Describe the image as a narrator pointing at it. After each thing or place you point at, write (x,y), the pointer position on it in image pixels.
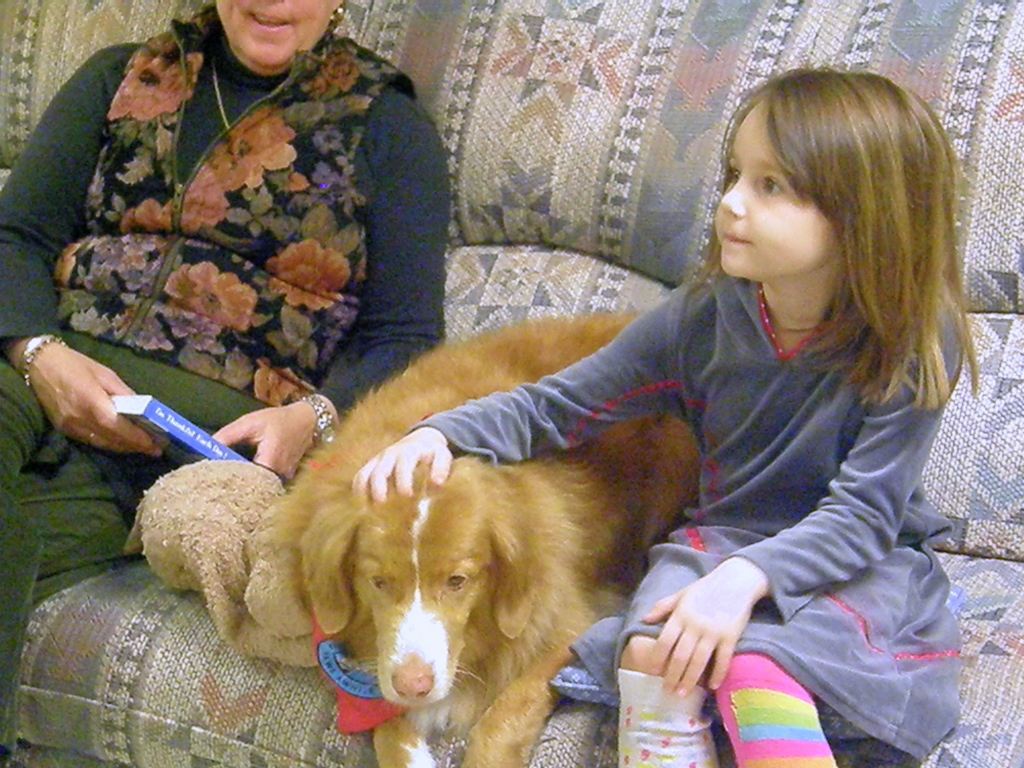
In this image a woman (279,234) who is holding a book (189,426) in her hands (149,450), a dog (398,513) and a child (754,452) are sitting on the sofa (56,637).
